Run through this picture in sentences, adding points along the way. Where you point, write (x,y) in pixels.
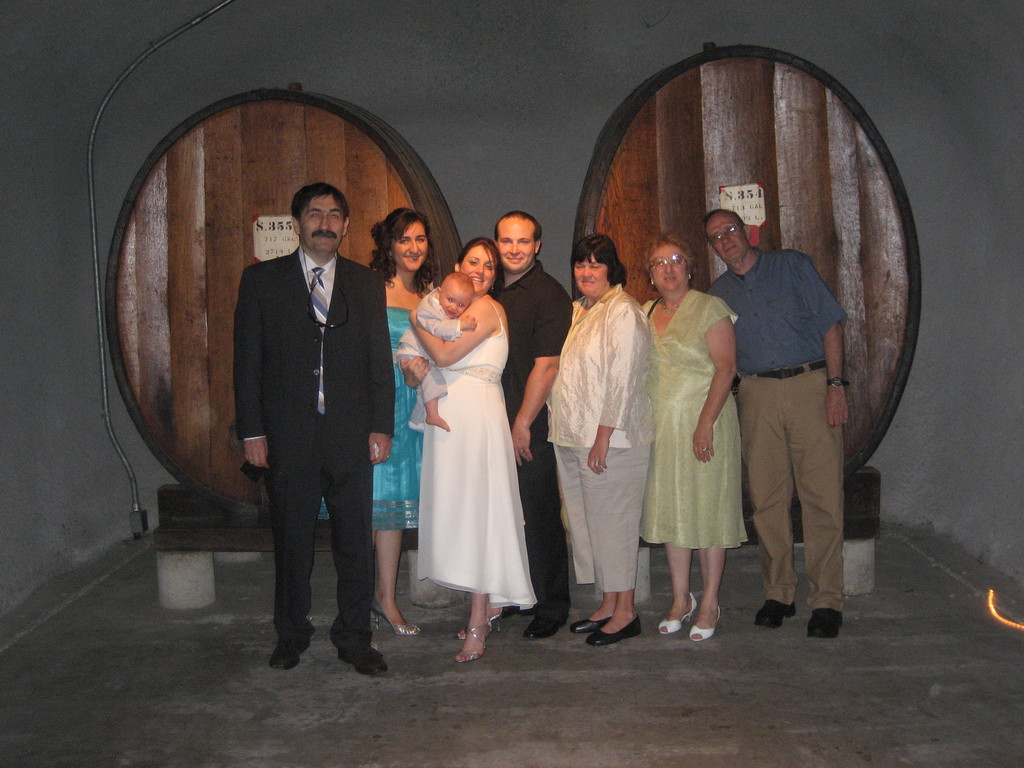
In this image few persons (481,414) are standing on the floor (755,660). Behind them there are two wooden barrels (647,281). A woman (476,490) wearing a white dress (470,450) is holding a baby (432,318) in her arms (462,346). Left side (300,413) there is a person (242,427) wearing suit (257,408) and tie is standing beside a woman (397,343) wearing a blue dress (391,346). Background (925,385) there is a wall (935,356).
